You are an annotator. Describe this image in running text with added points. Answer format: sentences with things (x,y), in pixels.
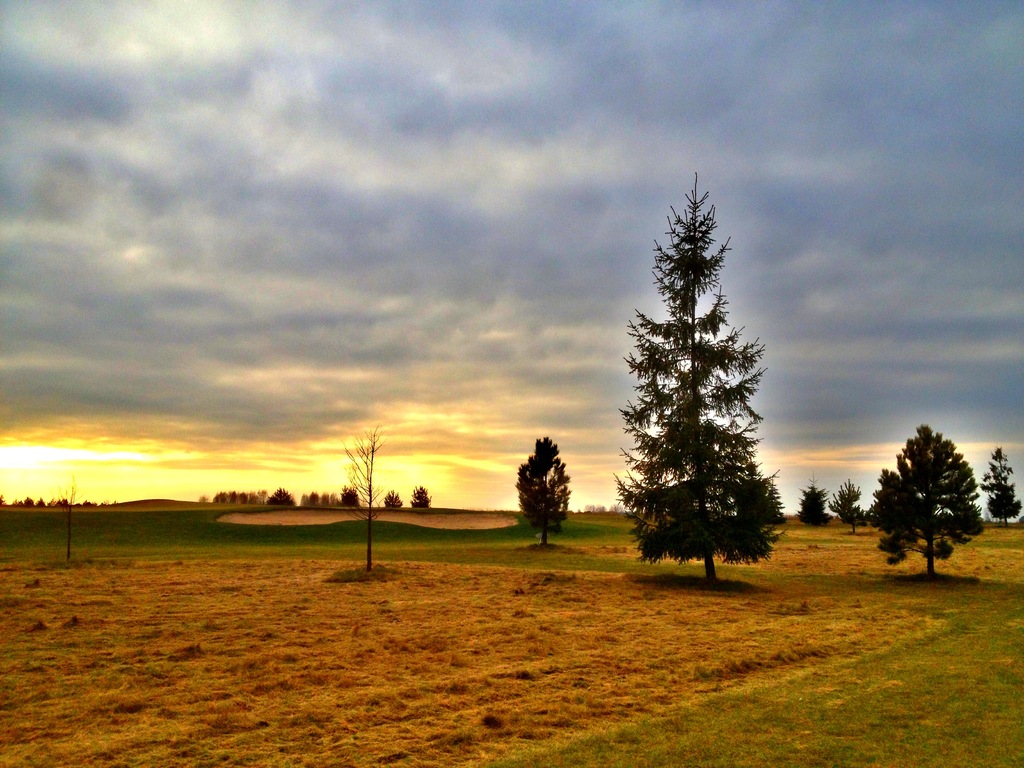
In this image there are few plants (322,500), grass (629,537), sunrise (251,463) and some clouds (325,225) in the sky (312,225).
